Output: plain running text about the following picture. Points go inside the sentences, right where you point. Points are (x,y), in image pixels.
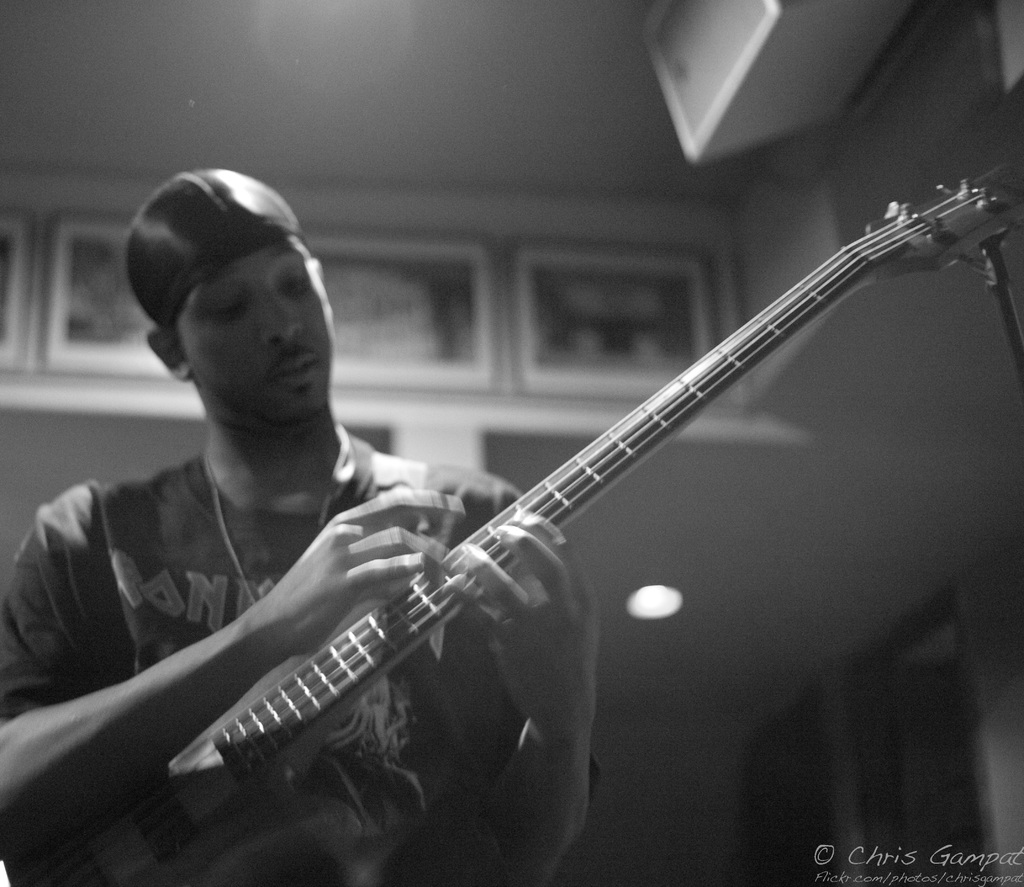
This is the picture of a person (227,222) who is holding a guitar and playing it and the person (495,617) wore a cap (255,199) and the picture is black in color.
